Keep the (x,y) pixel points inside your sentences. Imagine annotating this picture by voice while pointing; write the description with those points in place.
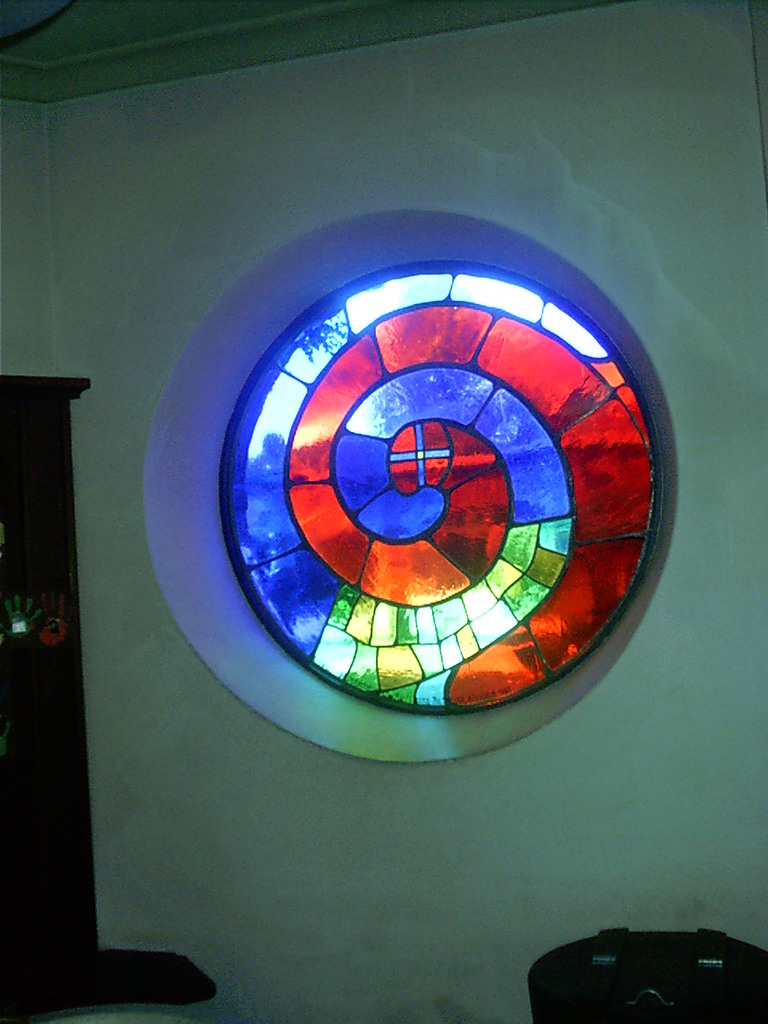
In this image I can see a stained glass (381,366) to the wall (185,458). In the bottom right-hand corner (640,971) there is a case (611,952). On the left side (45,763) there is a cupboard (45,706).
